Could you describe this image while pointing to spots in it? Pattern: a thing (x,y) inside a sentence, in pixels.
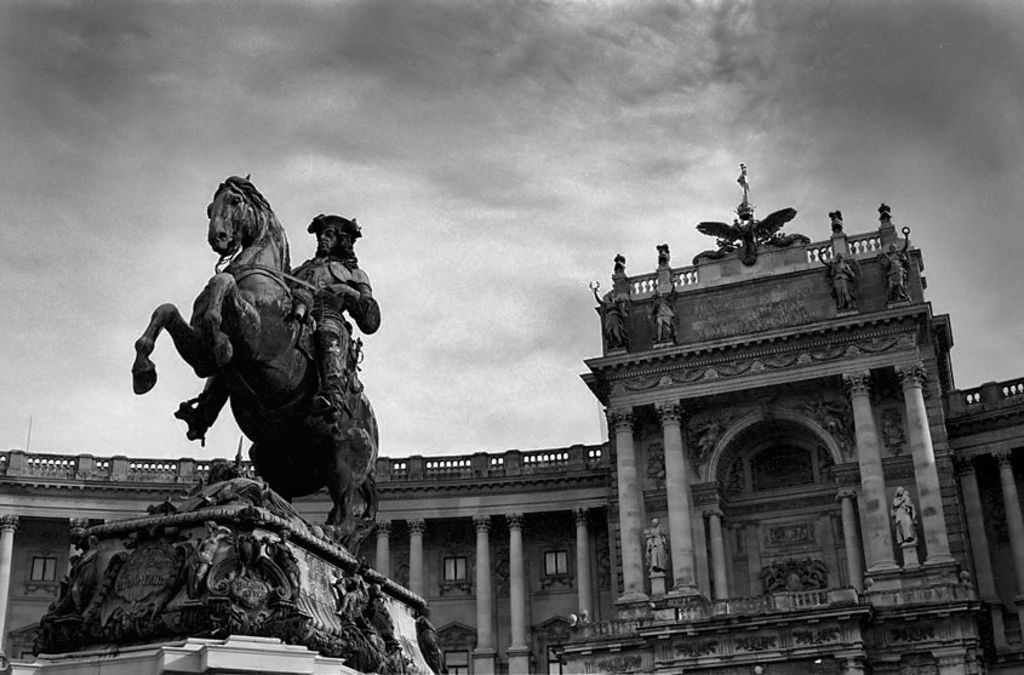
In the foreground of the picture (90,635) there is a sculpture (296,458). In the center of the picture (659,409) there is a building (748,629). At the top of the building (748,275) there is a sculpture (752,217). In this picture sky (622,132) is cloudy.
